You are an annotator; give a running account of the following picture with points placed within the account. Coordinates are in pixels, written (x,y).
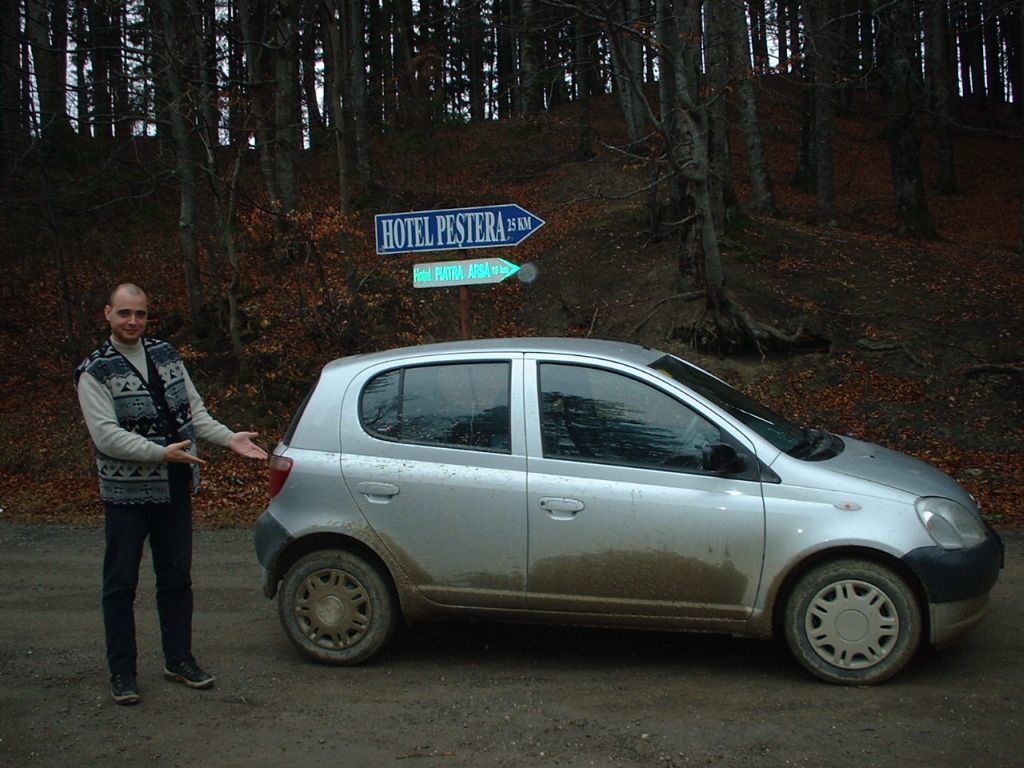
In this image I see a car (435,463) which is of silver in color and I see a man (146,485) over here who is standing and I see that he is smiling and I see the road (226,557). In the background (400,233) I see 2 boards (448,217) on which there are words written and I see number of trees (354,115).
